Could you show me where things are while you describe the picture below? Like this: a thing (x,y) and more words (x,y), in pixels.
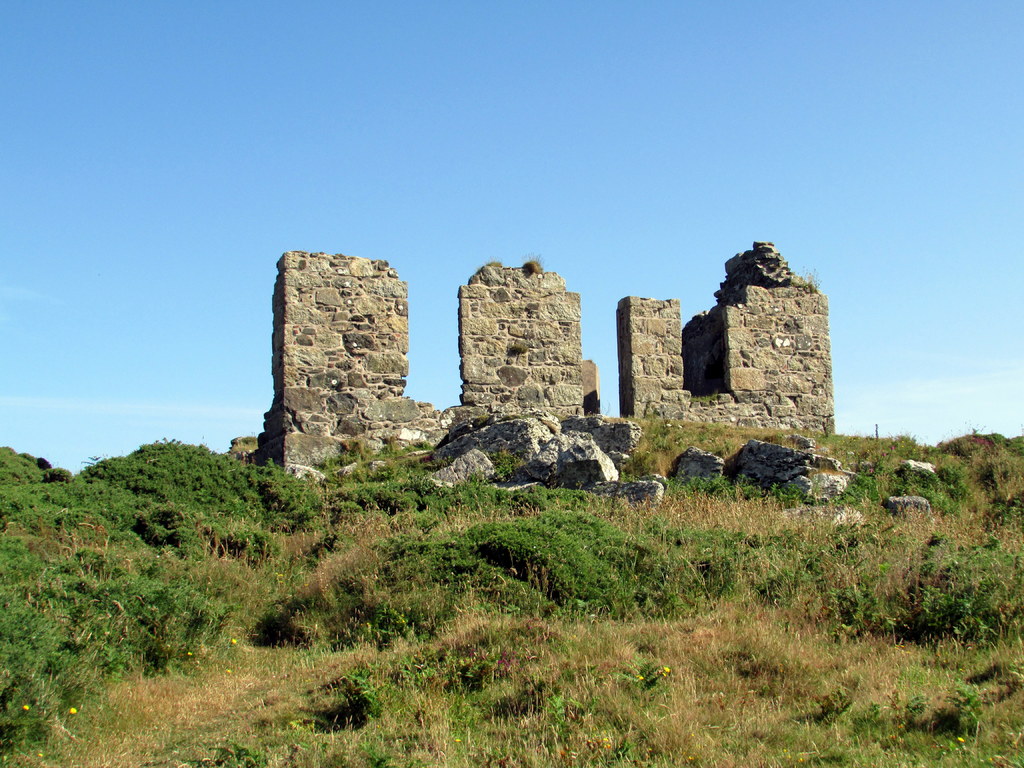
In this image in the front (478,682) there's grass (419,695) on the ground (419,695). In the center (543,501) there are plants (205,493) and in the background (347,424) there is a wall (551,404).
